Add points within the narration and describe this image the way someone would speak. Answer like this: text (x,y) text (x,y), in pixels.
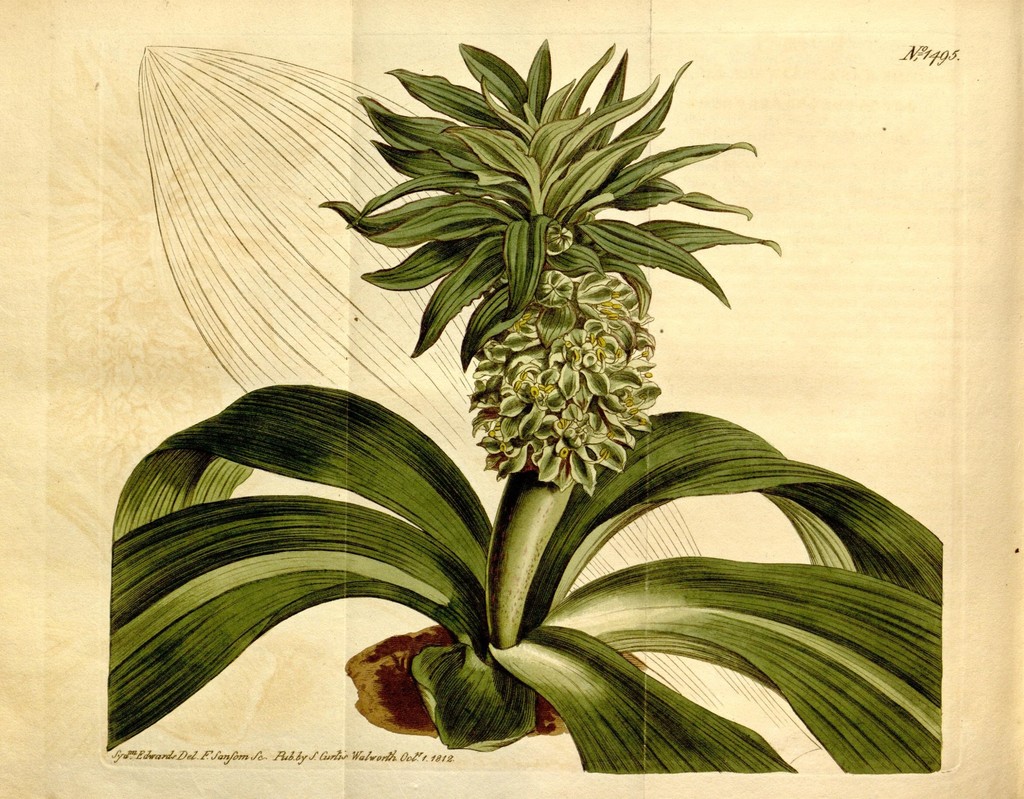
In the picture there is an image of a plant (438,510).
